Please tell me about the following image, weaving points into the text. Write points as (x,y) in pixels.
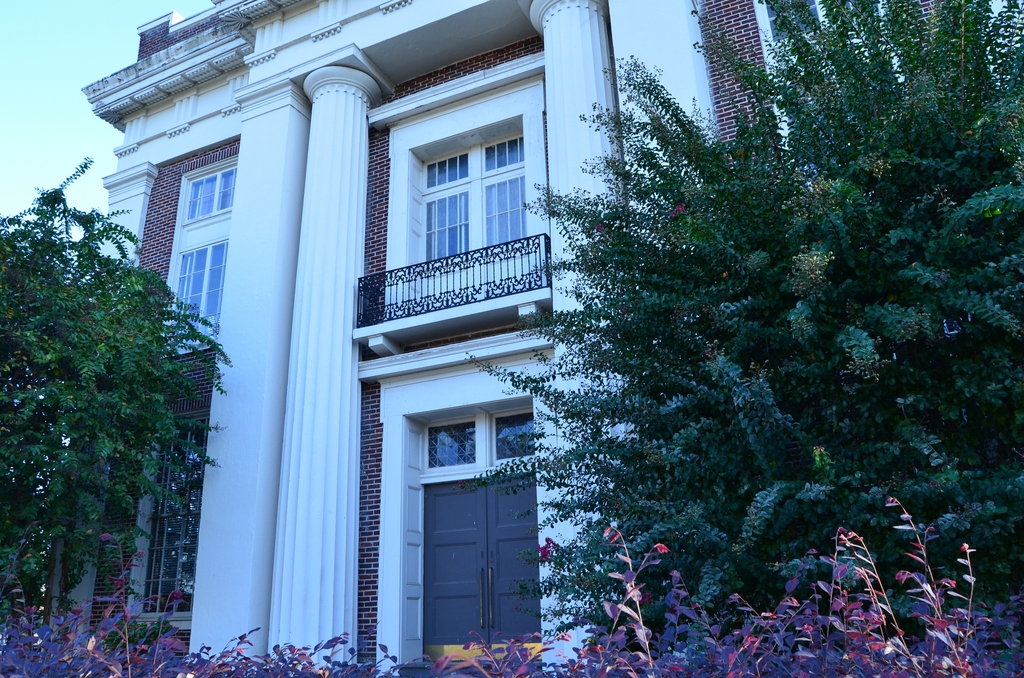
In this image, we can see a building (381,432), walls (377,473), pillars (314,232), windows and doors (492,542). At the bottom (917,670), we can see plants (911,633). On the right side (819,367) and left side (15,509), we can see trees (769,514). Left side (41,71) top corner, we can see the sky (71,162). In the middle of the image (465,283), there is a railing (439,290).
